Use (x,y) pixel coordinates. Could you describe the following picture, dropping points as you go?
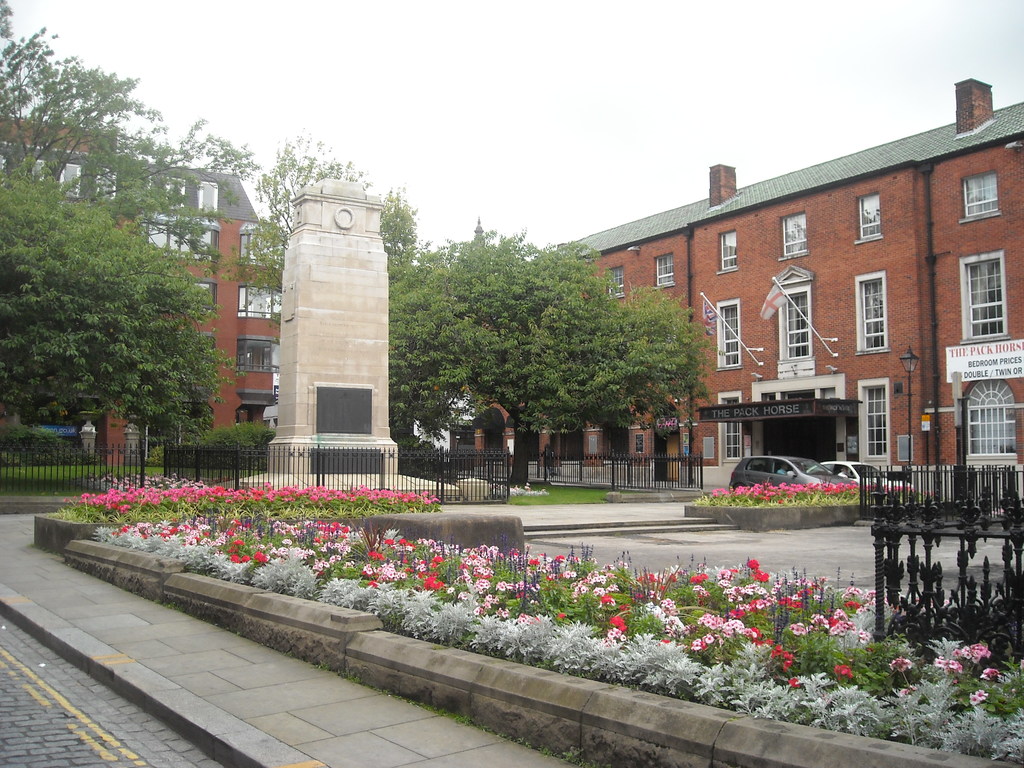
In this picture we can see plants (600,610), trees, fence (897,620) and other things (326,336). Behind the trees (54,323) there are buildings (851,312) and a sky (498,130).
